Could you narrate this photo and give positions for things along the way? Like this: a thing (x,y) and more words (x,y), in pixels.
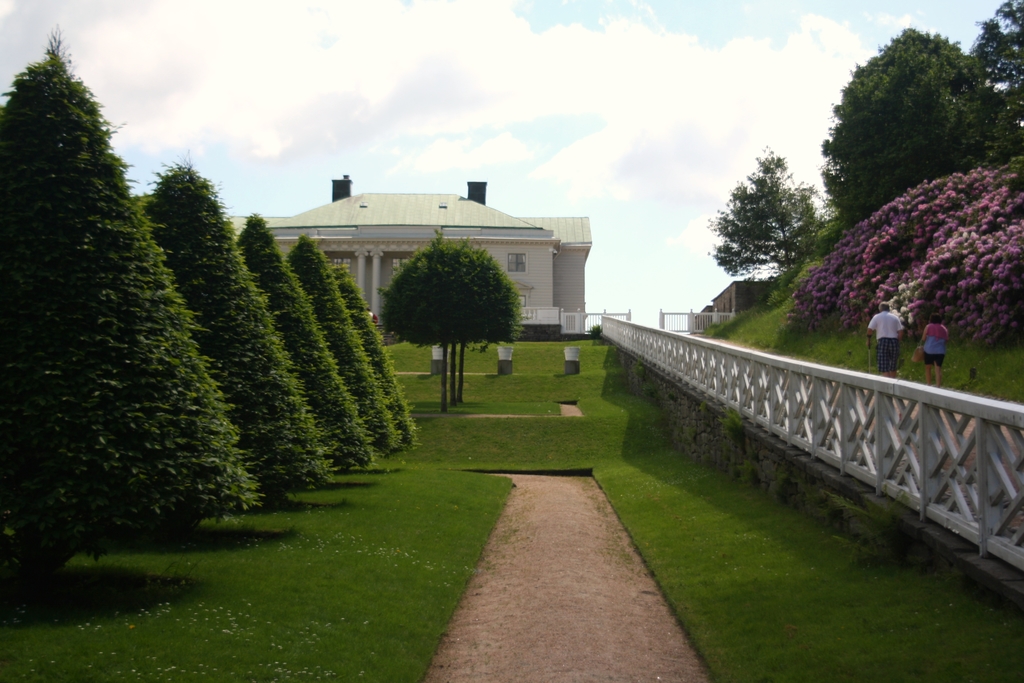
It is a garden (395,432) with some trees (234,356) and there is a white fencing (736,398) on the right side (791,435), in front of the fencing (729,379) there is a house (583,252). On the other side of the fencing (860,375) two people (890,331) are walking on the path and beside them there are a lot of trees (878,208), in the background (574,103) there is a sky (677,130).
